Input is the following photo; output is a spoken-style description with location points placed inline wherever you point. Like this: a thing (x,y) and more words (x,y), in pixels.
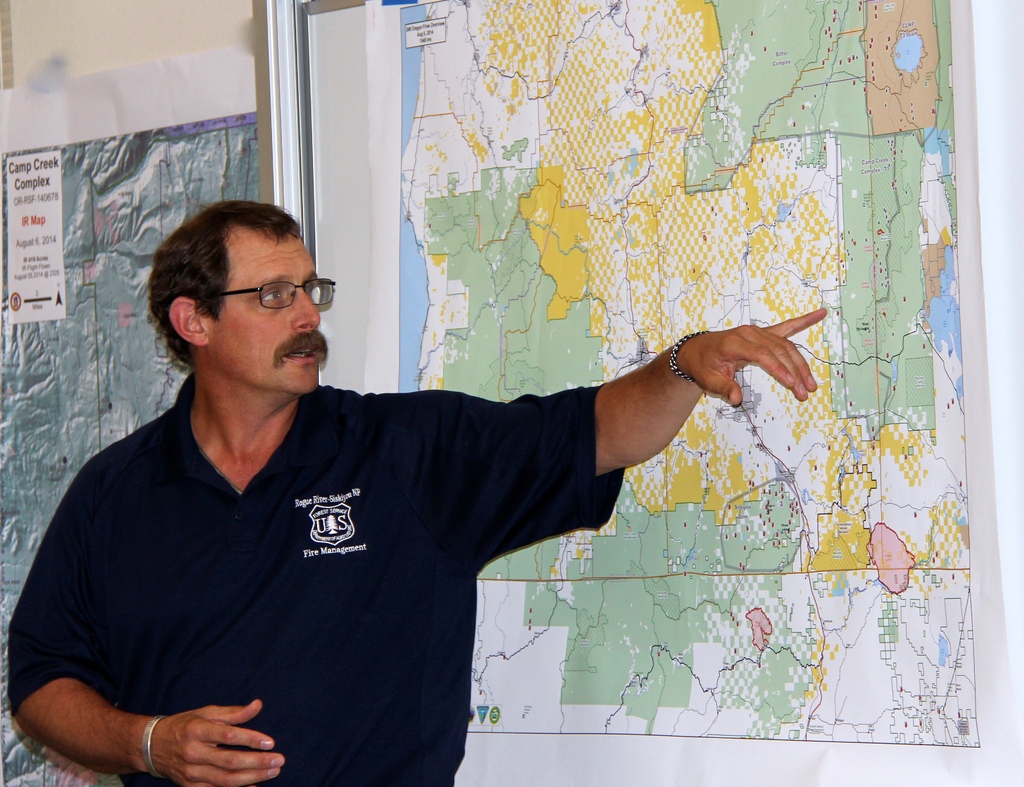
In this picture there is man (287,448) who is standing on the left side of the image (247,431) and there is a map (602,189) in front of him and there is another map (132,215) behind him.
